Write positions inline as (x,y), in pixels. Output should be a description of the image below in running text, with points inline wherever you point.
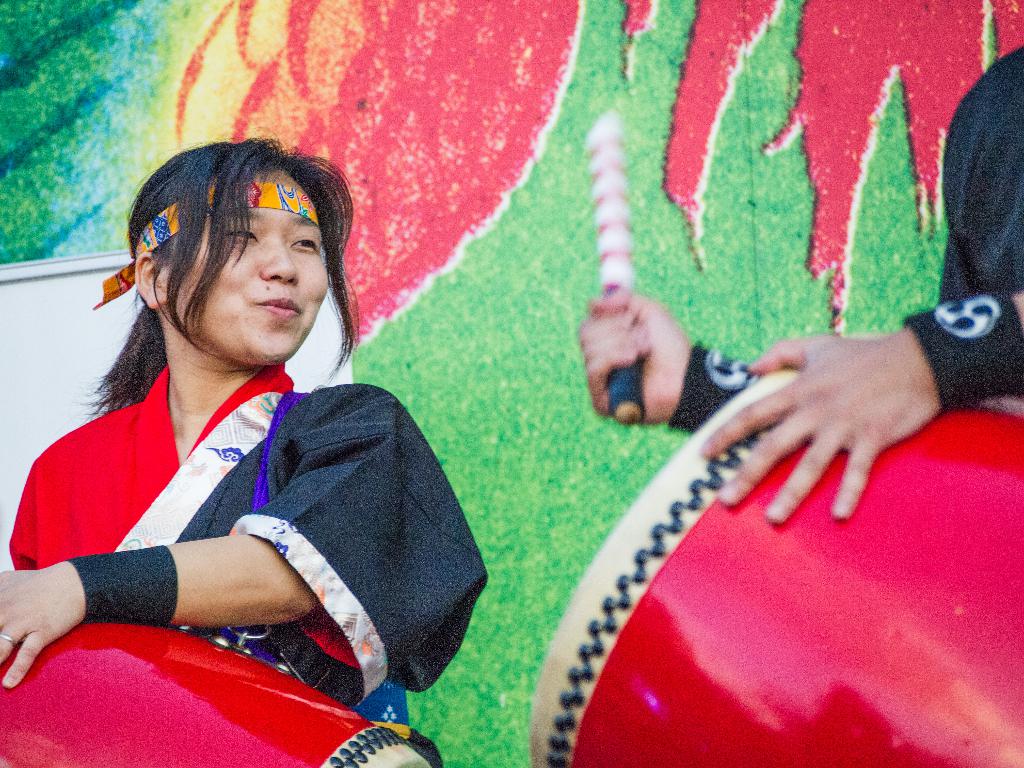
In this picture there is a person (262,403) standing and smiling and holding the drum (217,652). On the right side of the image (768,460) there is a person (1021,90) standing and holding the drum (803,620) and drumstick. At the back (241,64) it looks like a painting (536,323) and there is a board (7,490).
